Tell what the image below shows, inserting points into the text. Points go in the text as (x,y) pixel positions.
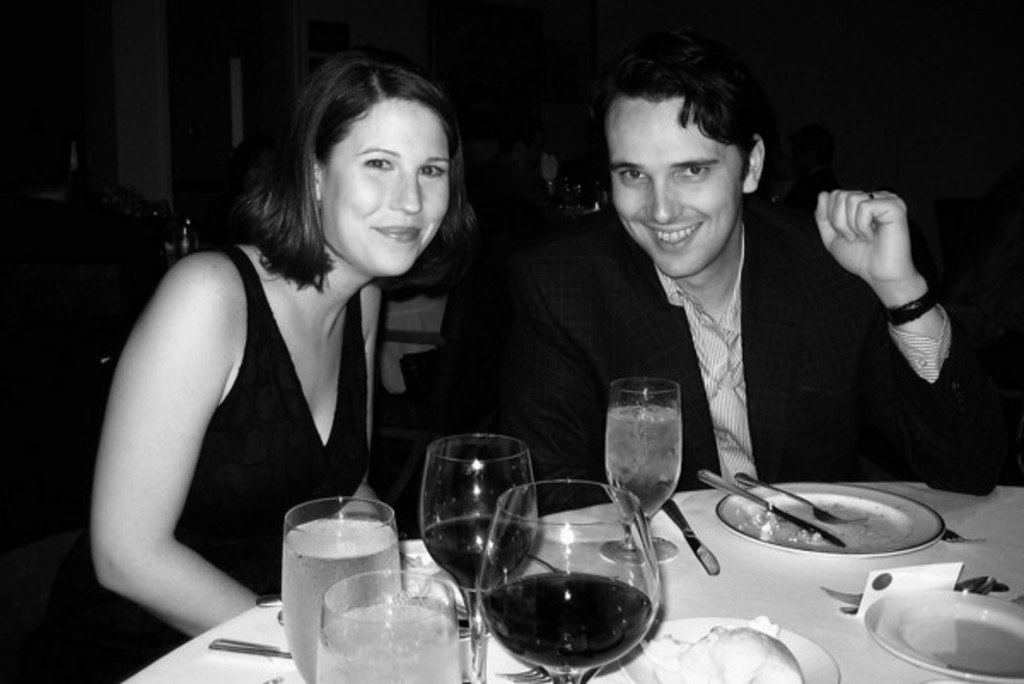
In the picture a man (705,226) and woman (270,384) sitting on a chair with table (752,567) in front of them on the table (732,594) there are different glasses (477,571) with a liquid (327,653) in it there are plates (1018,666), spoons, knives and tissue papers (903,589).
